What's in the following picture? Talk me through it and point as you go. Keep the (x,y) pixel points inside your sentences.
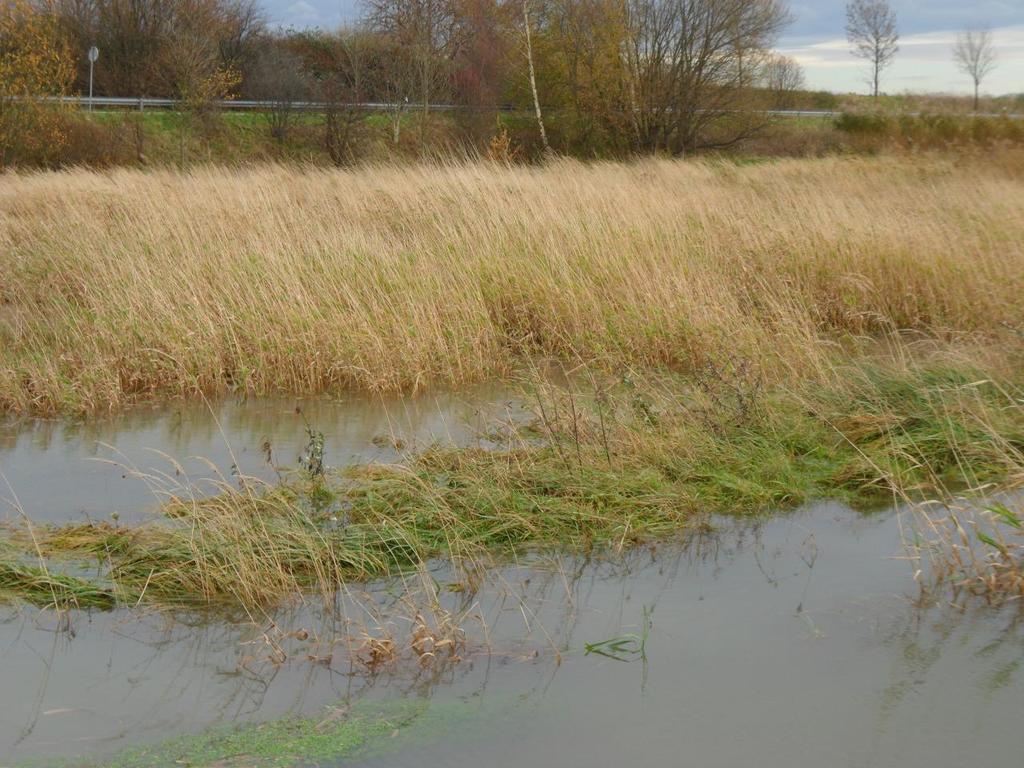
In this image there is water (467,598) at the bottom (424,579). Beside the water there is grass (390,248). In the background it seems like it is a road (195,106). Beside the road (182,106) there is a railing (204,105). At the top (780,38) there is the sky (797,38).
